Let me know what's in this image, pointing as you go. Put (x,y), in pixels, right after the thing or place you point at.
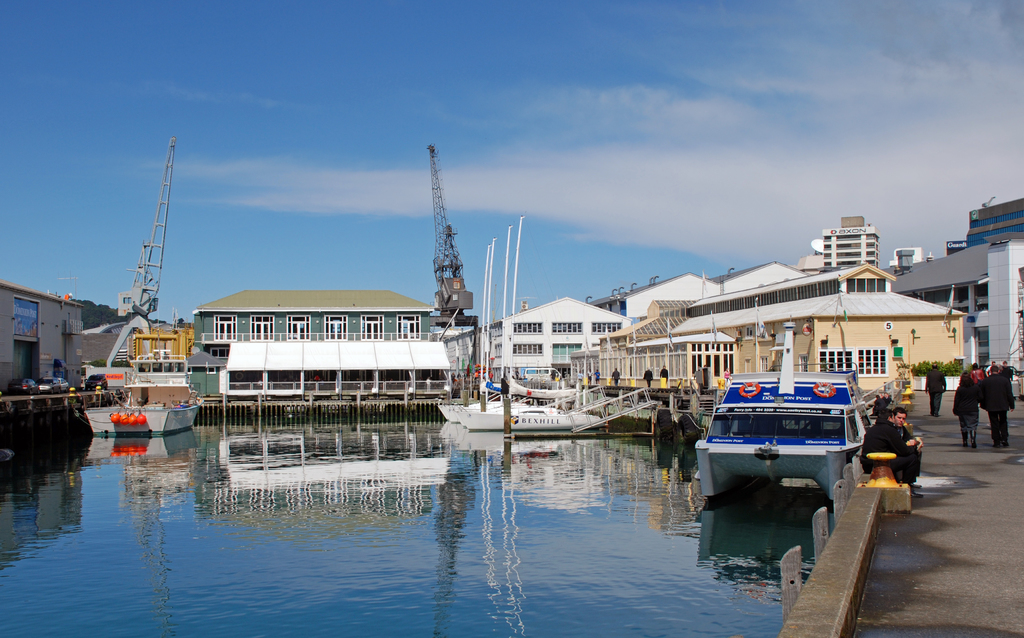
Sky (786,195) is cloudy. On water (606,491) there are boats (488,400). Background (999,223) there are buildings (296,334) with windows (258,327). Here we can see people (991,410) and plants (949,368).
